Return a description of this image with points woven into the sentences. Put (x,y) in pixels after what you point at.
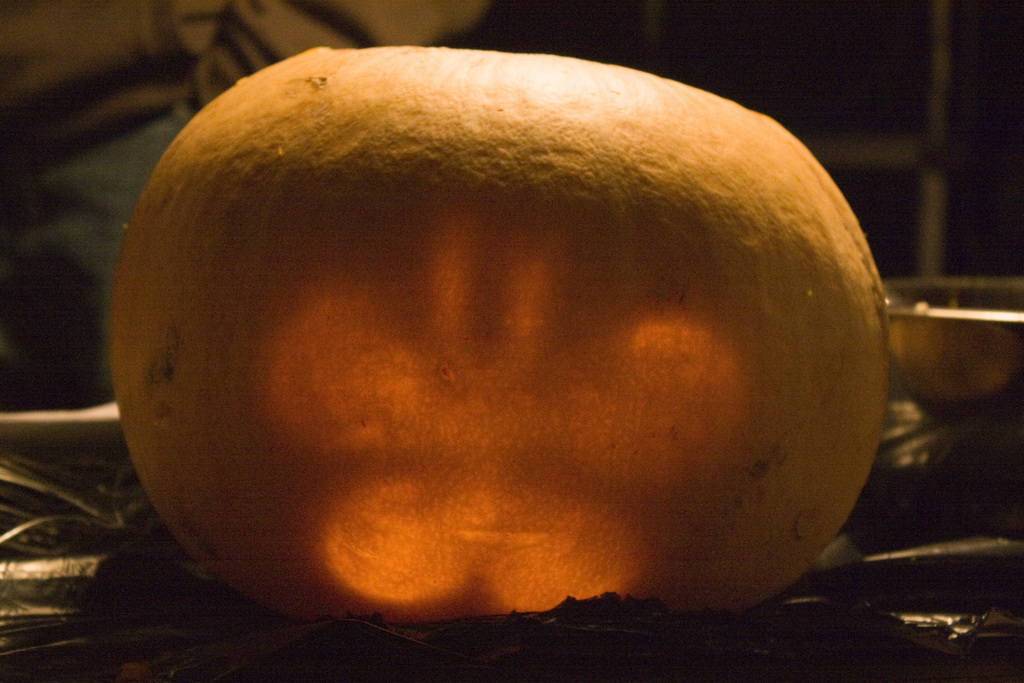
Background (1020,226) portion of the picture is dark and we can see few objects (123,3). In this picture we can see yellow object (809,463) and it looks like a pumpkin (811,448).
